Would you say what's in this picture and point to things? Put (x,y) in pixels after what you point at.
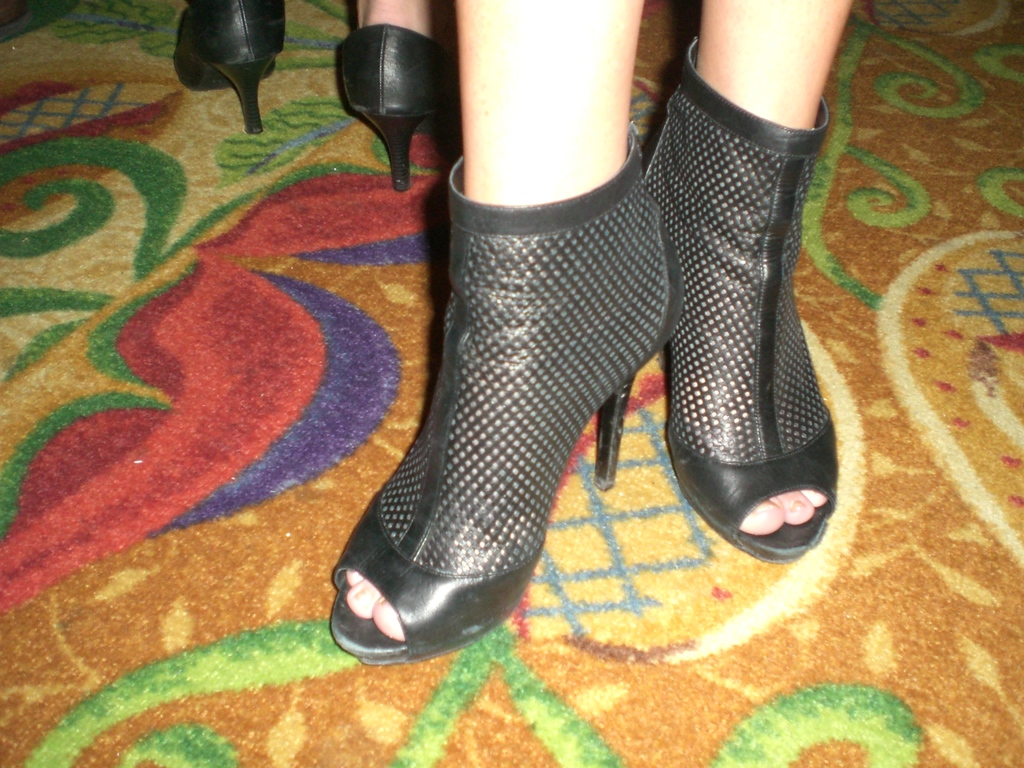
In the middle of the image (431,464) we can see legs (806,47) and footwear (422,447). Bottom of the image (244,702) there is mat (941,689).
